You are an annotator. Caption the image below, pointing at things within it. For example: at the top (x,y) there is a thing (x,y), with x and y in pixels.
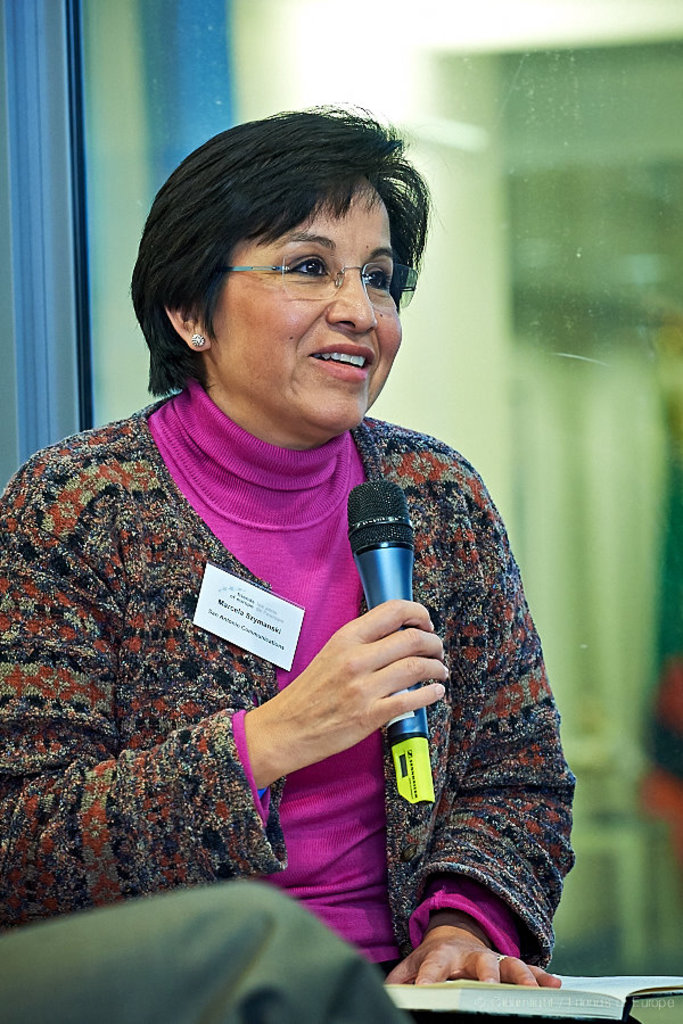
In this image i can see a woman (295,473) holding a microphone (385,552) and sitting, she is laughing at the back ground (540,416) i can see a glass door (500,426).
